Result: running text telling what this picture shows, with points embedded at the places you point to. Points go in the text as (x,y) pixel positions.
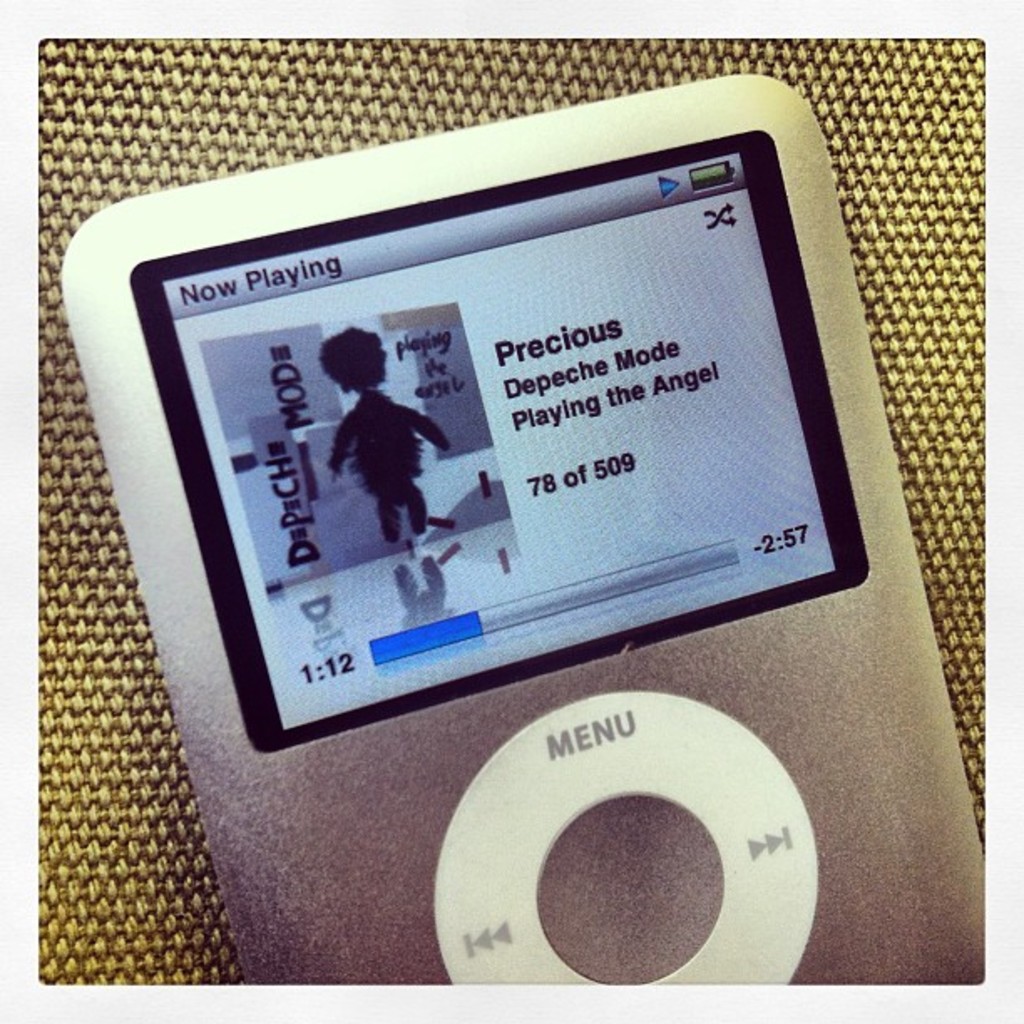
In this image, we can see a device (332,320) with a screen (289,566) is placed on the surface (57,576).
